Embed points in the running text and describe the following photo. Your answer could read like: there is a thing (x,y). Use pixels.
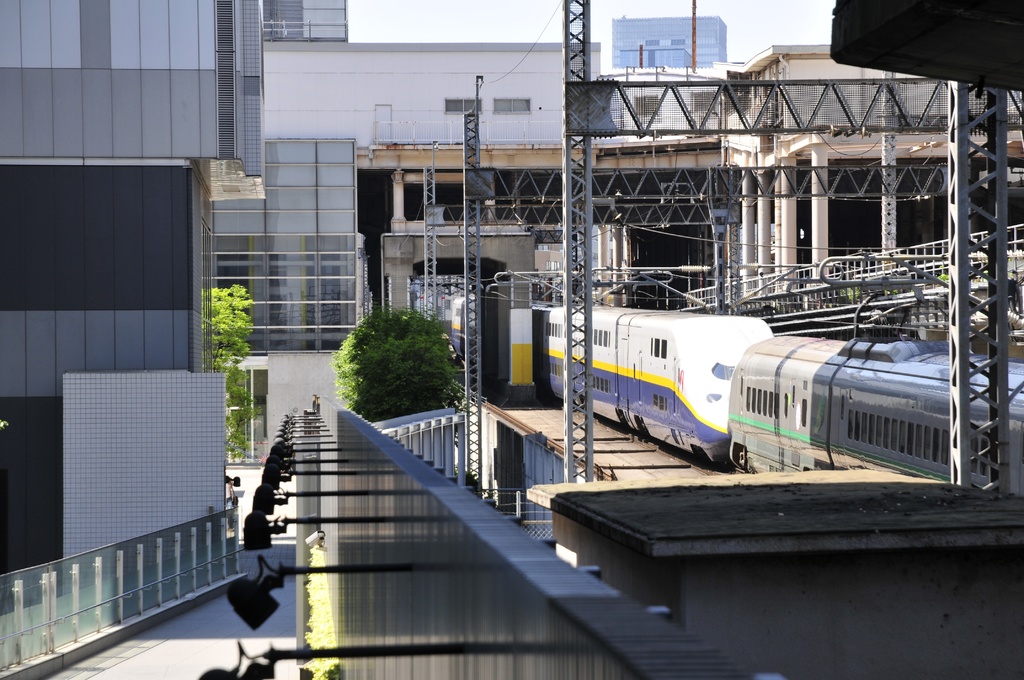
In this image there are trains (742,424) on a track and there are poles (584,148) in background (417,106) there are buildings (429,103), on the left side (72,410) there is a building (212,19) path (179,631) lights (276,659) and trees (338,354).
